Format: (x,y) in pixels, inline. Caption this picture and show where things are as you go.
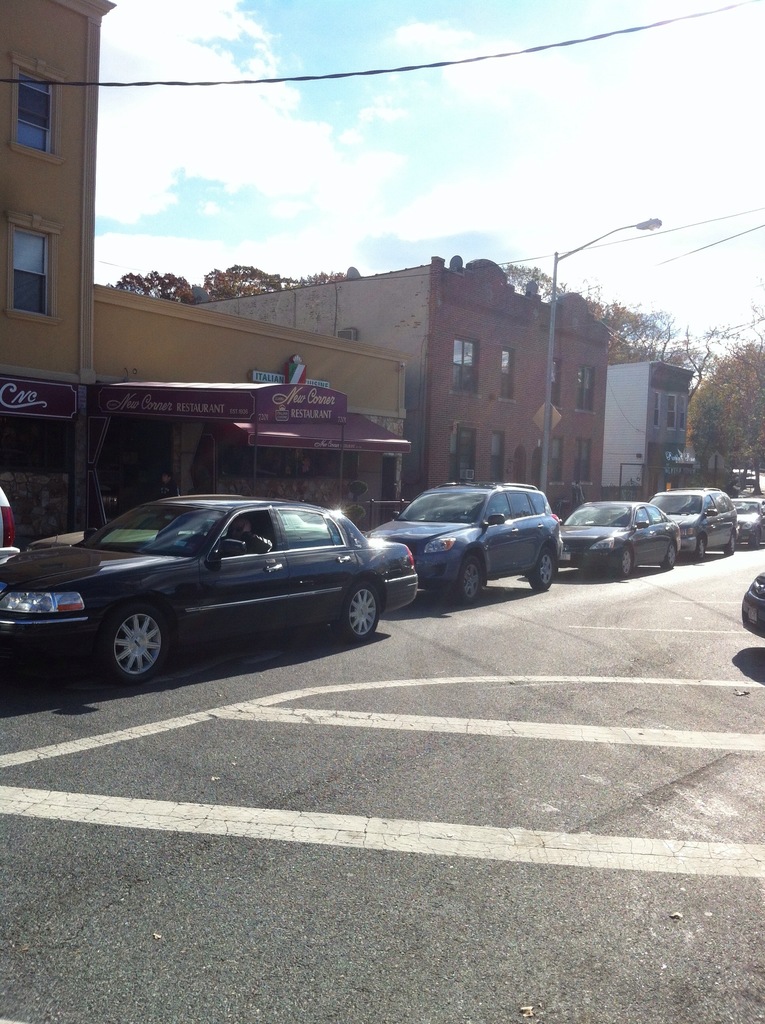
In this image we can see a group of vehicles (258,576) on the road (385,678). We can also see some buildings (248,451) with windows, a street pole (542,479), trees (705,445), the sign boards (678,451), wires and the sky (517,181) which looks cloudy.
